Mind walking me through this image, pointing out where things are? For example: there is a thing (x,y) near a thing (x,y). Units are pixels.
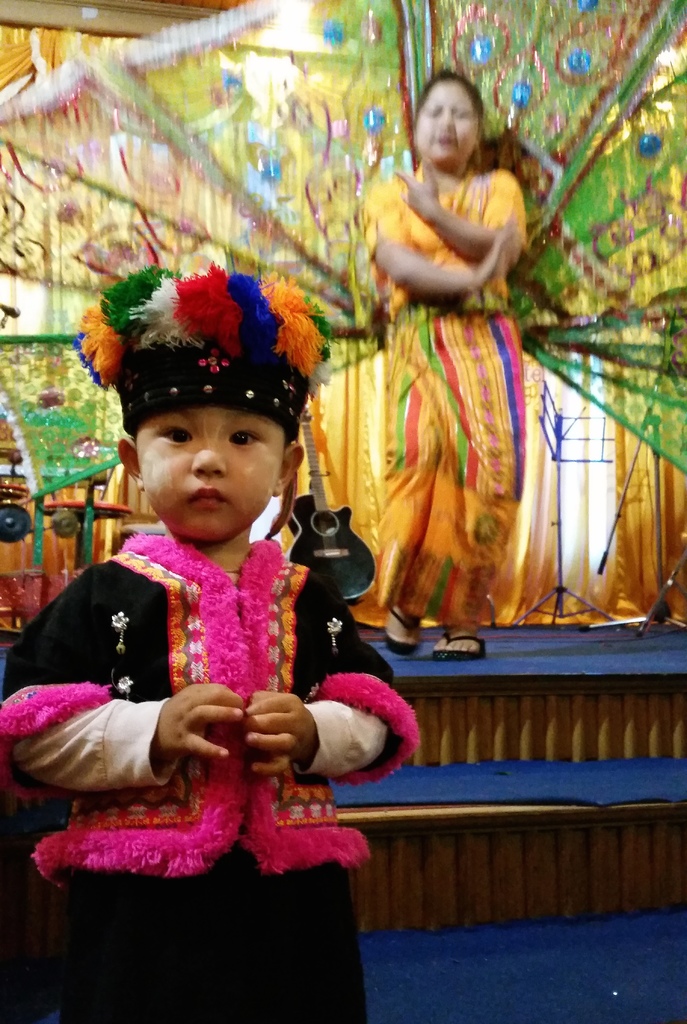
In this image, there are a few people (235,348). Among them, we can see a person (455,634) on the stage (535,795). We can also see some objects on the stage (542,721). We can also see some curtains (637,275). We can see the ground (415,952) with the carpet (424,947).
